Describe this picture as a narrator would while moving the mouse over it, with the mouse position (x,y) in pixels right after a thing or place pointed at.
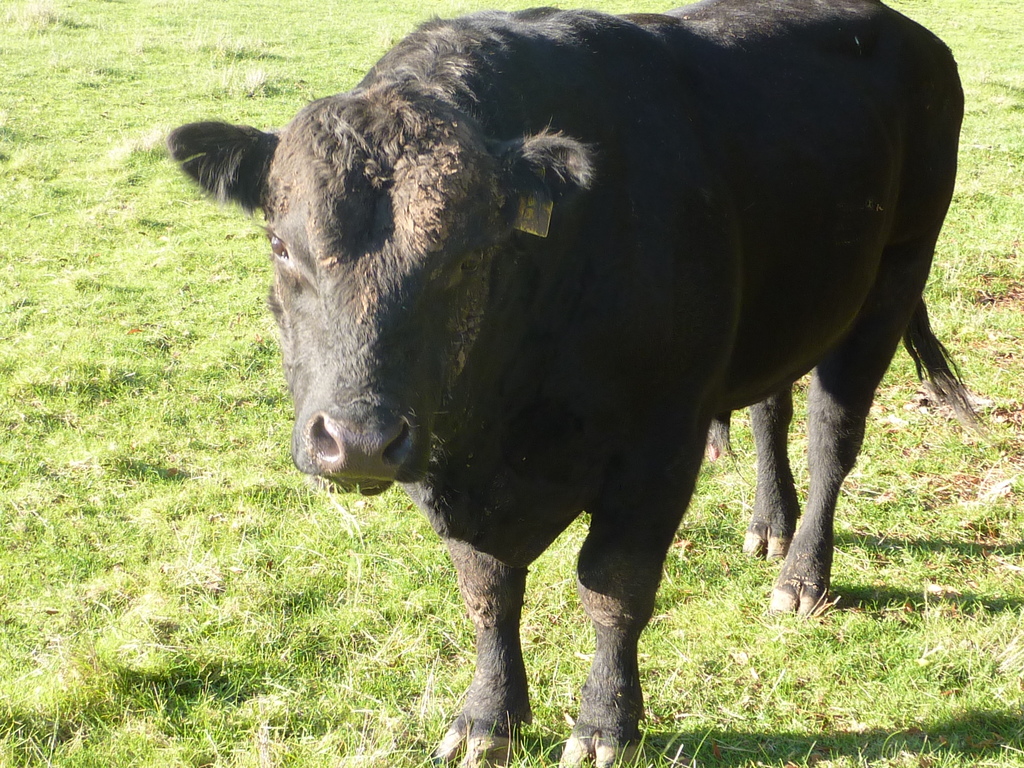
In this picture we can see a cow (644,339) standing in the front (535,258), at the bottom (939,702) there is grass (846,697).
